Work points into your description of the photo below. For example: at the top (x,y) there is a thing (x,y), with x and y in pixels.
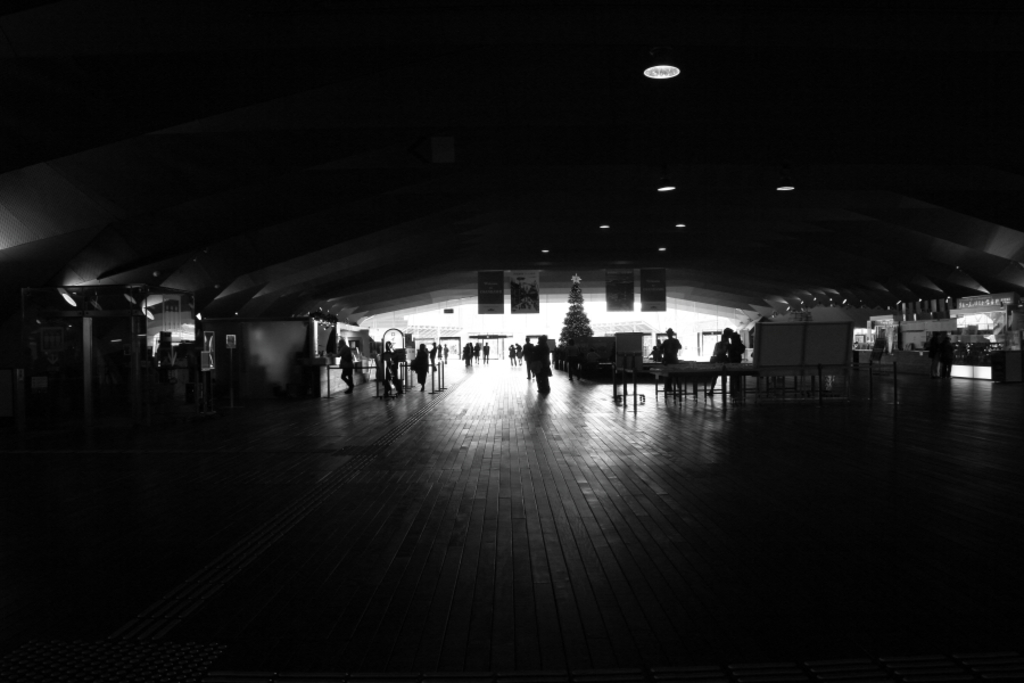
This picture is dark, at the top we can see lights (662,74) and posters (653,275). In the background (582,309) we can see people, tables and Christmas tree (584,328).
